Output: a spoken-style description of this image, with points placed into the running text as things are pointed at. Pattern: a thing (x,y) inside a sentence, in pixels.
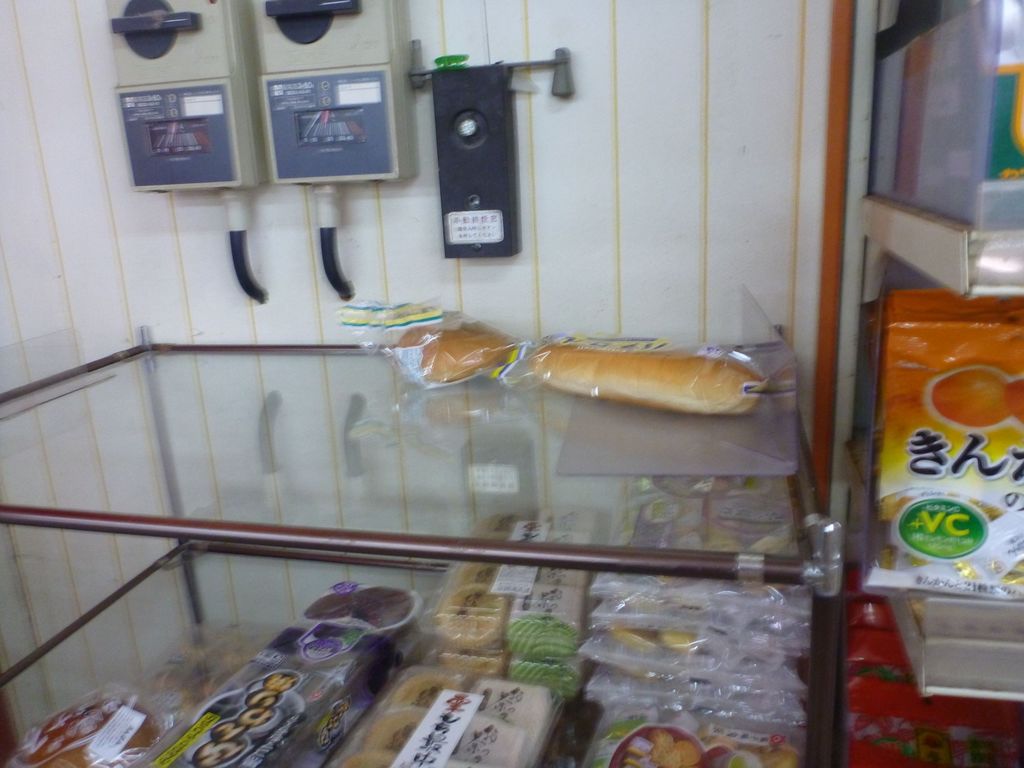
In this picture we can see some food packets (21,761) inside the glass container (494,526) and a few food packets (421,377) on the glass container (603,569). There are some electronic devices (341,103) on the wall (433,137). We can see a few boxes (957,205) on the right side (1008,326).
